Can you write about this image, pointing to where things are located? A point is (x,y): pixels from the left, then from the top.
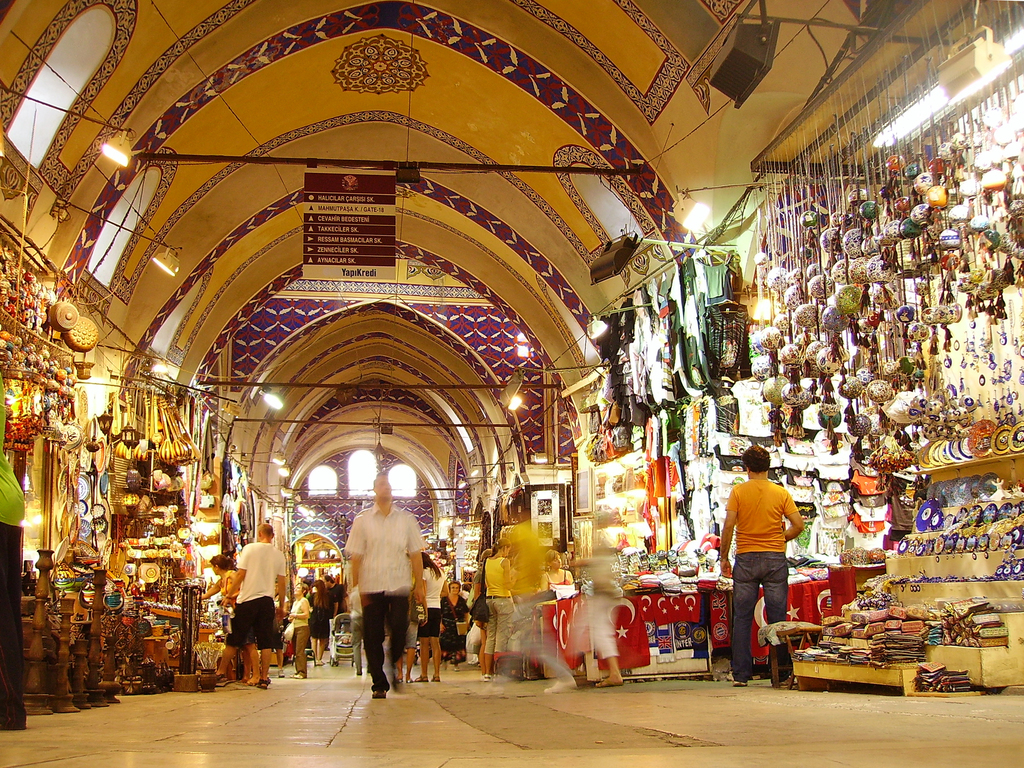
In the image few people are standing and walking. Behind them there are some stores (971,447). At the top of the image (65,236) there is roof (273,337) and there are some poles (863,31) and banners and lights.
